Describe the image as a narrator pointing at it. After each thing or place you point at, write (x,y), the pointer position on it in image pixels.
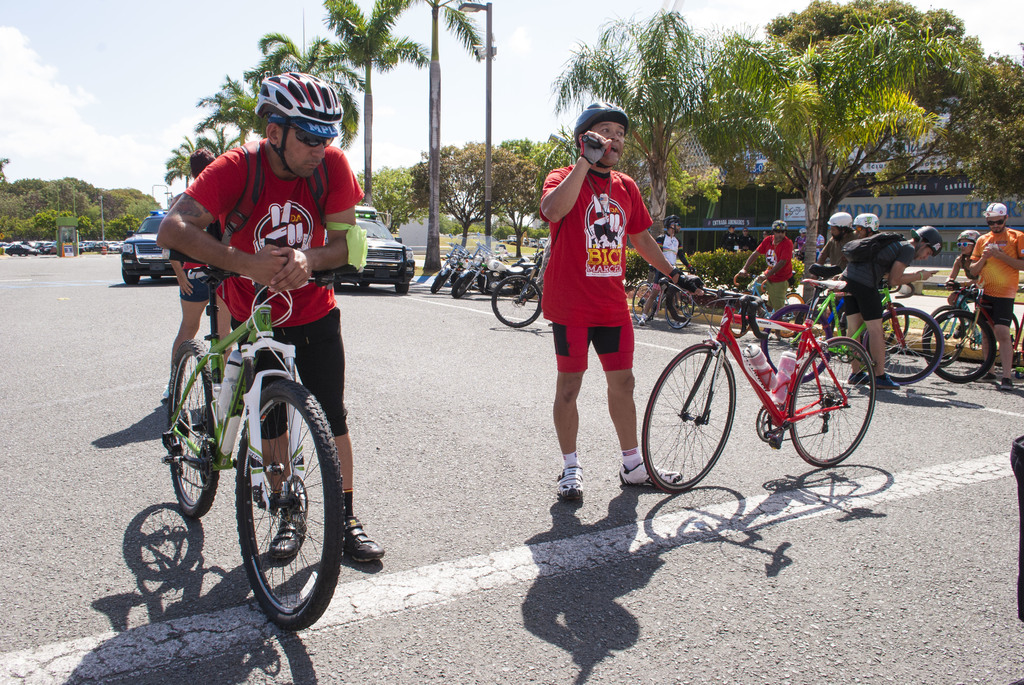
At the top of the picture (126,74) we can see a sky (134,64) with clouds (64,126) and it seems like a sunny day. These are trees (901,140). Here we can see few vehicles (375,262) on the road (31,271). Here we can see few men (863,303) holding bicycles (520,322) with their hands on the road (490,542). This is a hoarding (933,220).
